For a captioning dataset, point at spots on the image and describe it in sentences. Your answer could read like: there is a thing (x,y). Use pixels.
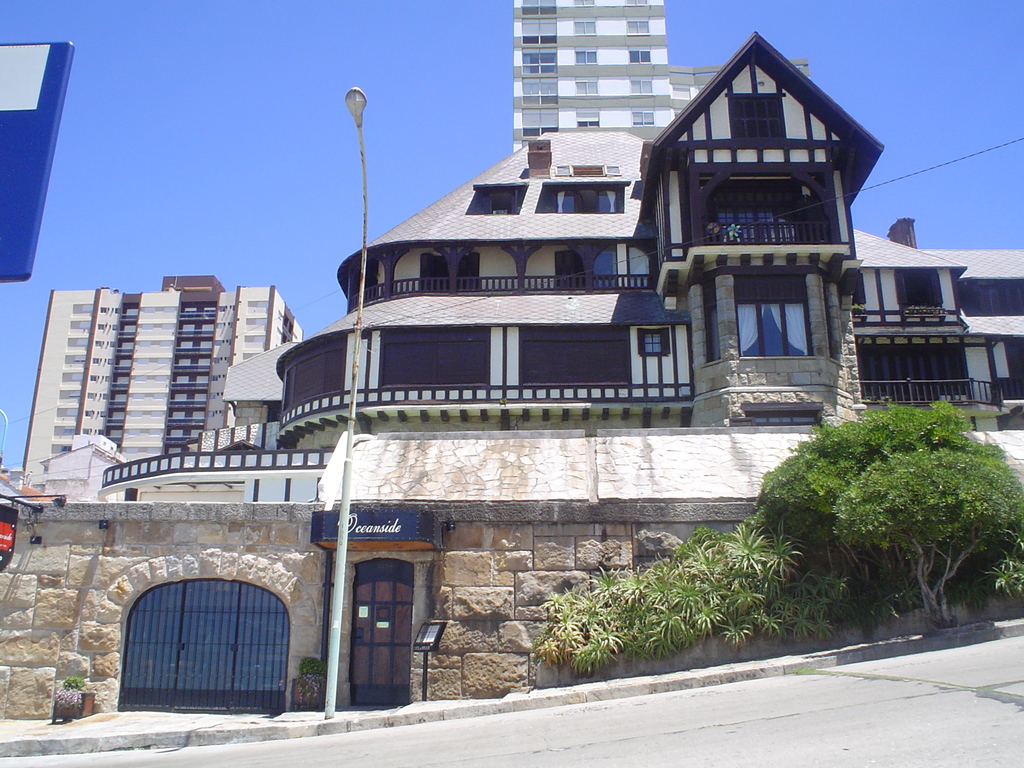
In this picture we can see few buildings (463,376), trees (917,477), pole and lights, also we can find few hoardings (327,535).
